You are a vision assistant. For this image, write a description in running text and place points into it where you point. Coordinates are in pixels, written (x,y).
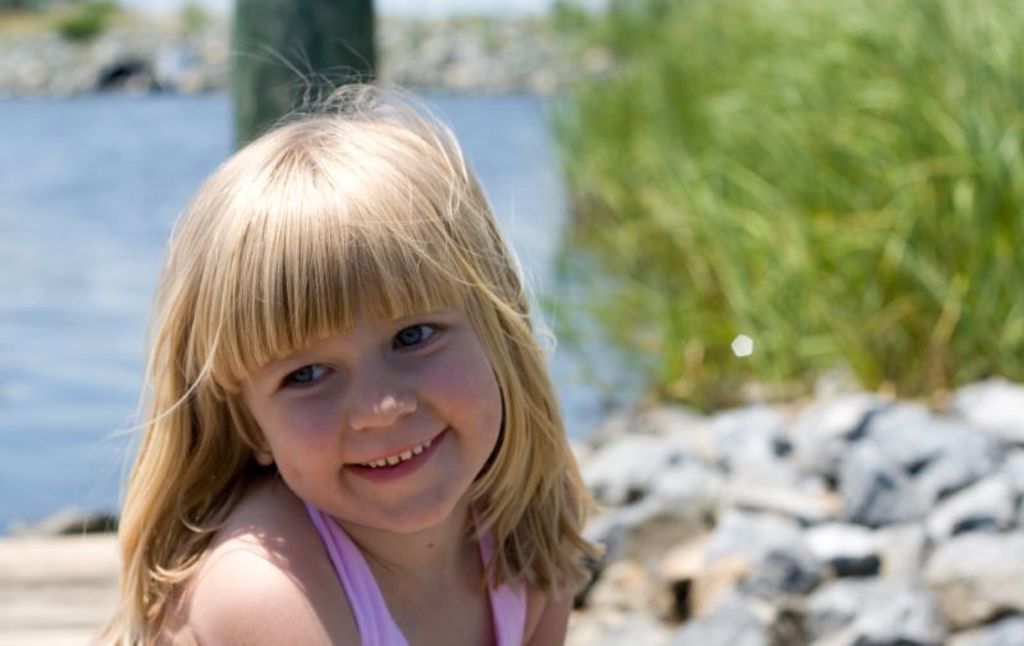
In this picture we can see a girl (173,416) smiling. There are a few stones (808,421) and plants (722,48) on the right side (689,422). It looks like a pole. We can see water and other things (15,66) in the background (568,41). Background (541,52) is blurry.
